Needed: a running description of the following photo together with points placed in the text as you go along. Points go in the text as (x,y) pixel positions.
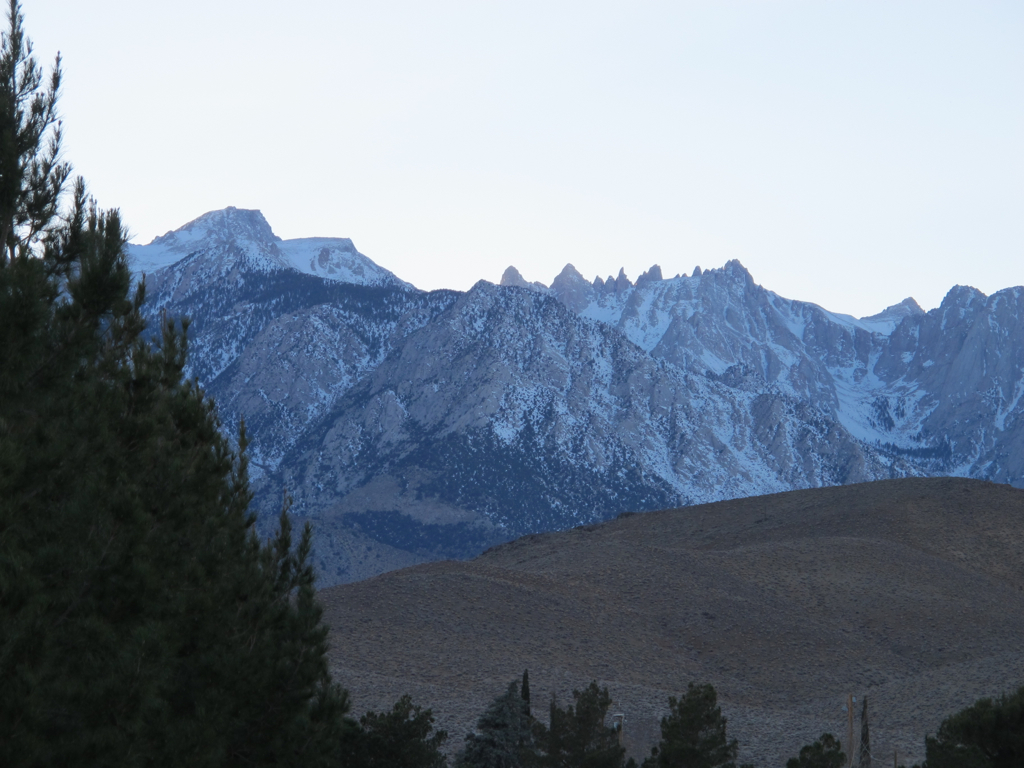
In this image I can see at the bottom (172,533) there are trees (188,574), in the middle (454,391) there are hills (583,444) with the snow (715,478). At the top (645,171) there is the sky (629,167).
